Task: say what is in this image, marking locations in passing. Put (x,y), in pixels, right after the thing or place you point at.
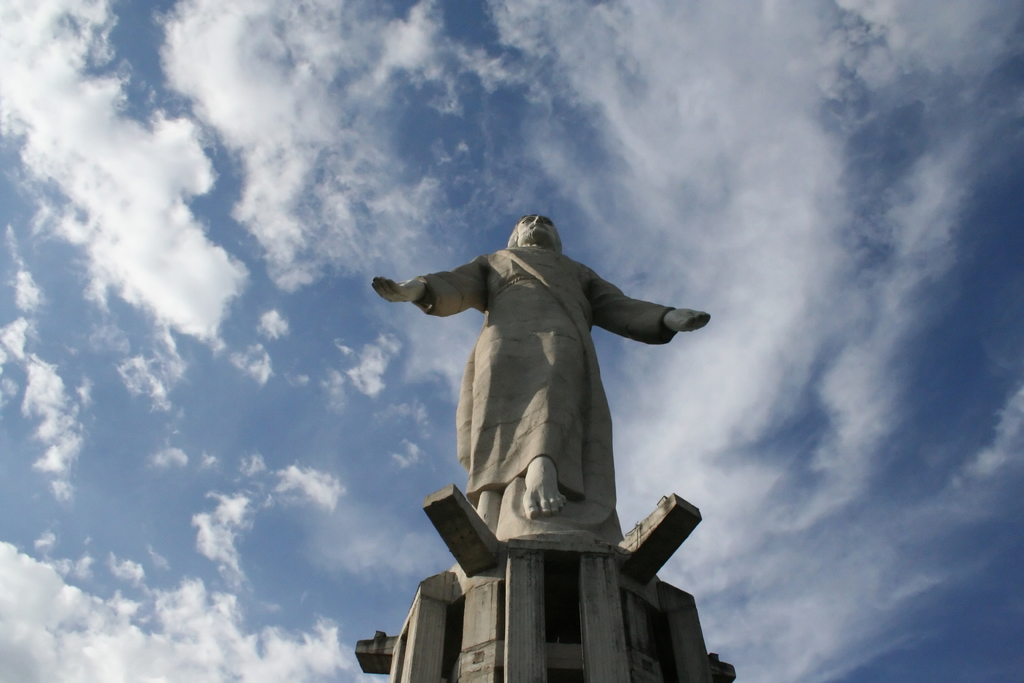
In this picture we can see the statue (526,307) of a person (545,506) on an object (570,565). We can see the clouds (698,156) in the sky (887,147).
